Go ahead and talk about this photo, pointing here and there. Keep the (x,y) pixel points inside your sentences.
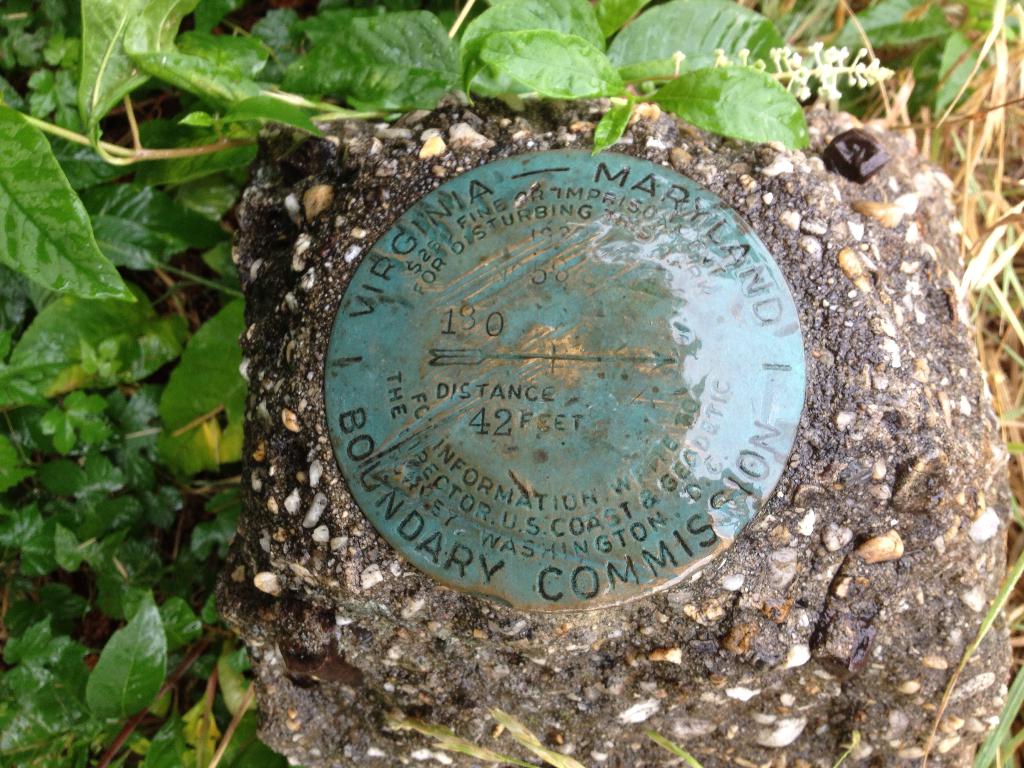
In this image we can see one object (470,307) with text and numbers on the ground (963,697). There is one plant (689,69) with flowers (778,69), some plants (189,73) and grass (1017,621) on the ground (86,576) in the background (975,312).
